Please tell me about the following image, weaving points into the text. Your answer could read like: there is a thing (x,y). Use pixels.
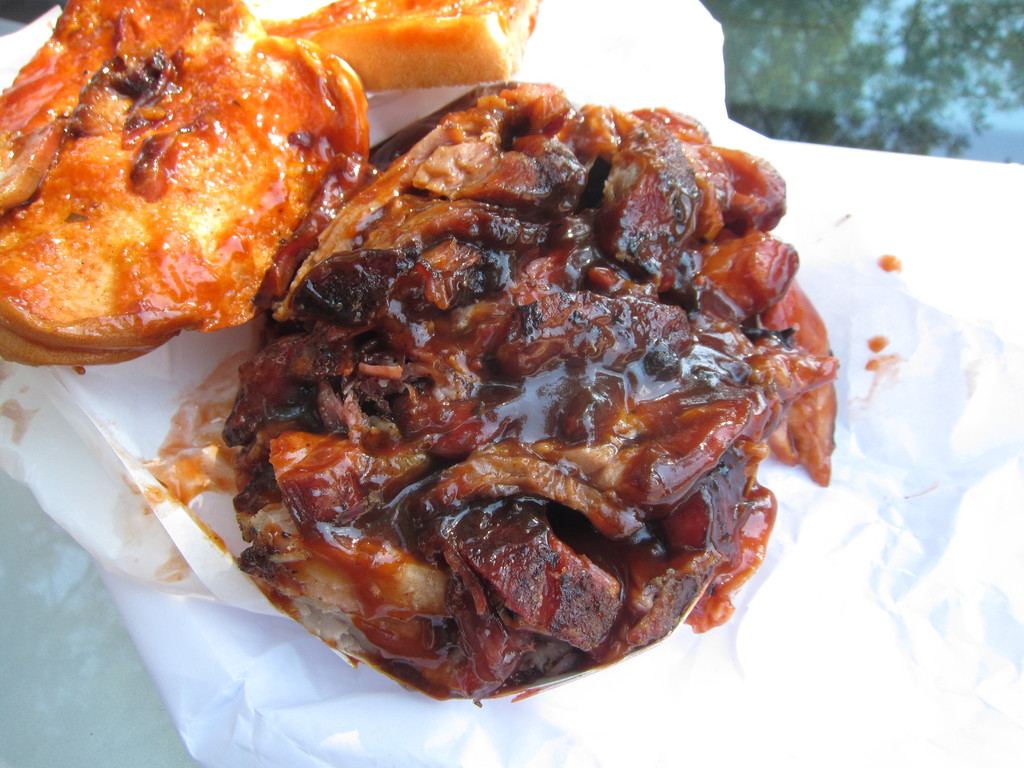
As we can see in the image there is a dish (626,261) and white color paper (906,434).
